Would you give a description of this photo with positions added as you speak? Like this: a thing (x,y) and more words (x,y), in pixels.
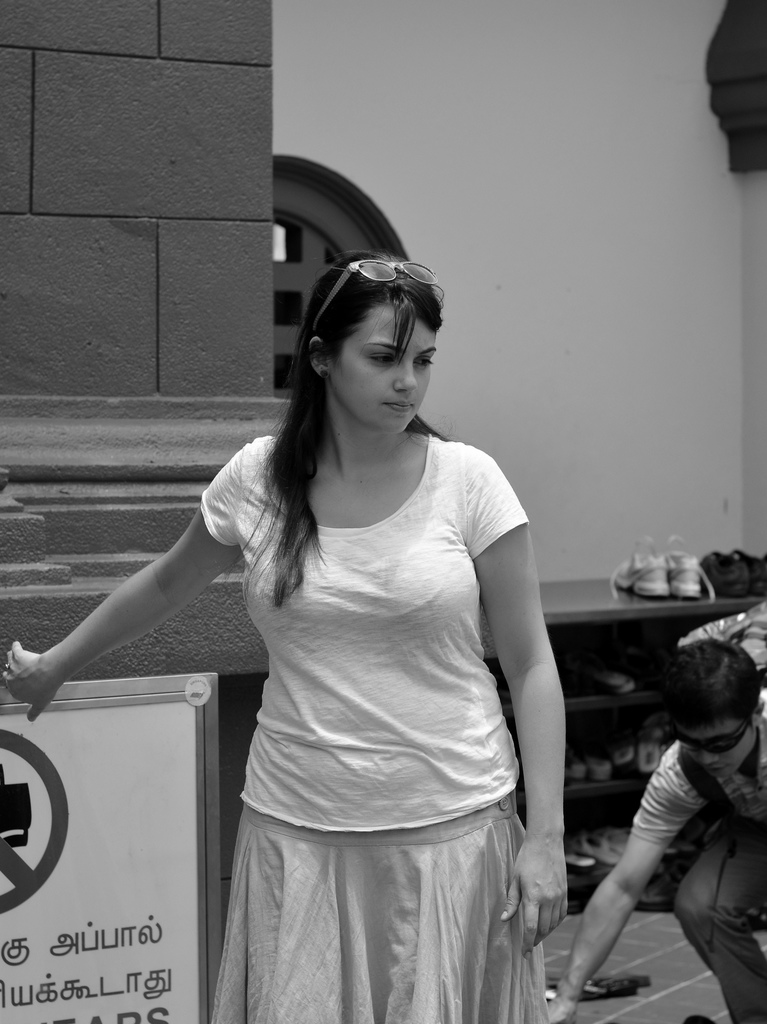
It is a black and white image. In this image, we can see a woman (391,668) is standing. On the left side (76,921), we can see a wall (126,372) and board (56,858) with some text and figure (17,806). On the right side (713,723) we can see a person (732,703) wearing goggles (721,741) and backpack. Here there is a shelf (619,715) and wall (586,360). On the racks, we can see footwear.
